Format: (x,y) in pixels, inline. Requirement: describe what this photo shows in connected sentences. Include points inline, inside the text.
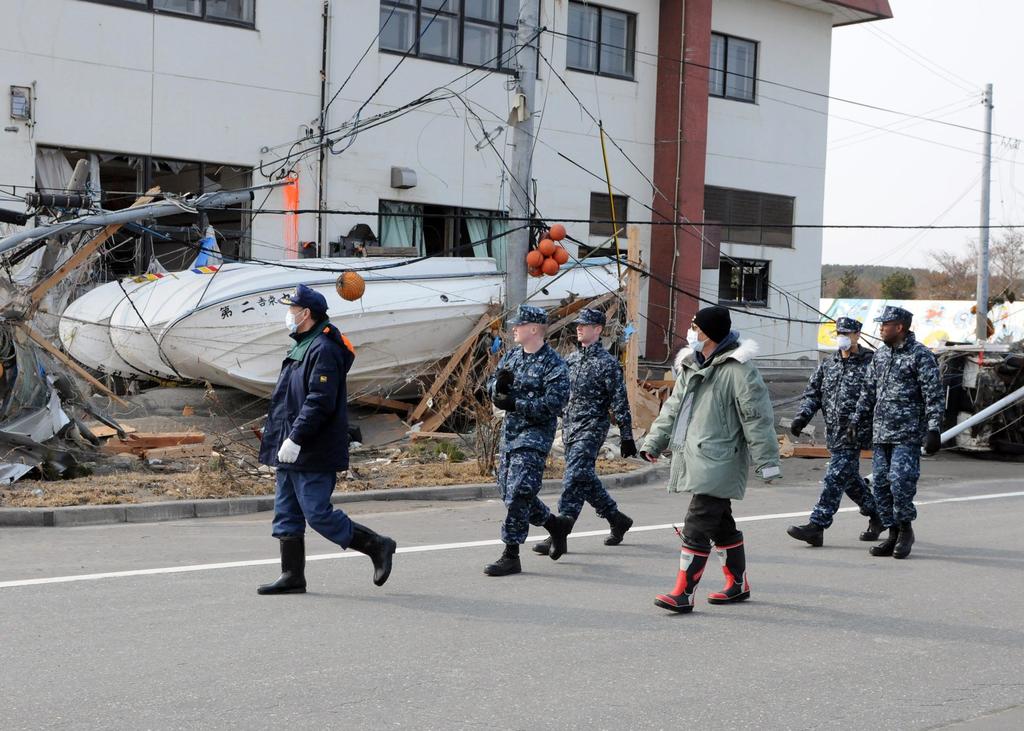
In this picture we can see a few people (586,414) walking on the road (411,527). In the background (687,85) we have a building (478,158), we have a pole (532,118) with many wires (39,210) & a scrap yard (146,295).
